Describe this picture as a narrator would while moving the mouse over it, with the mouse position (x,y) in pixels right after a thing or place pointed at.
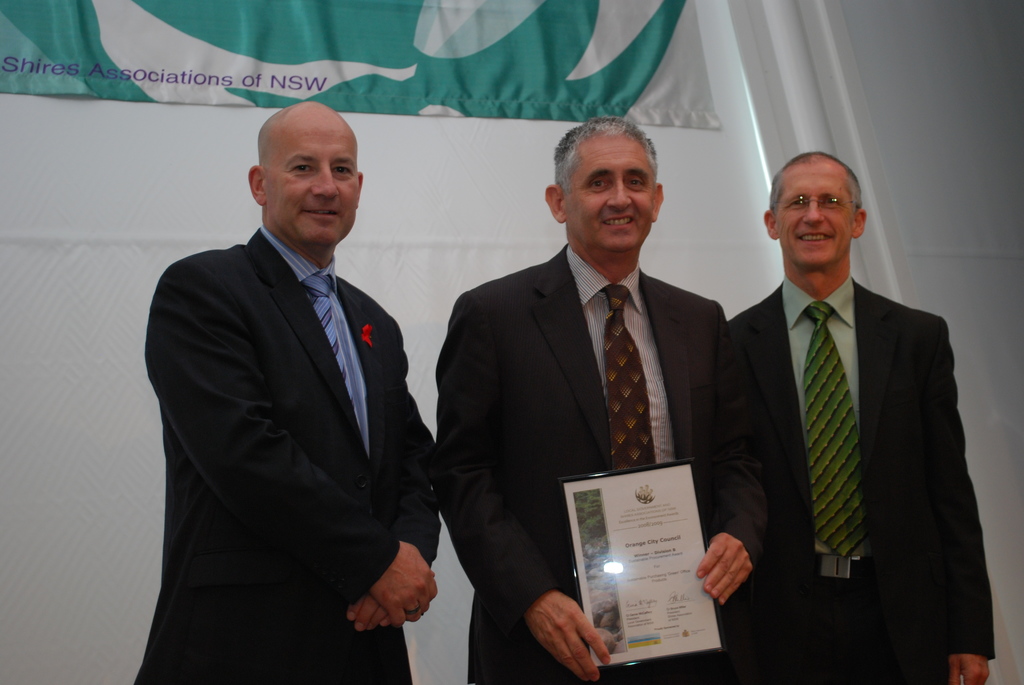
In this image we can see three persons (647,399) standing. One person (809,222) is wearing specs (800,195). Another person (592,418) is holding something in the hand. In the back (417,213) there is a wall (421,199). Also there is a banner (238,53) with text (161,75).
